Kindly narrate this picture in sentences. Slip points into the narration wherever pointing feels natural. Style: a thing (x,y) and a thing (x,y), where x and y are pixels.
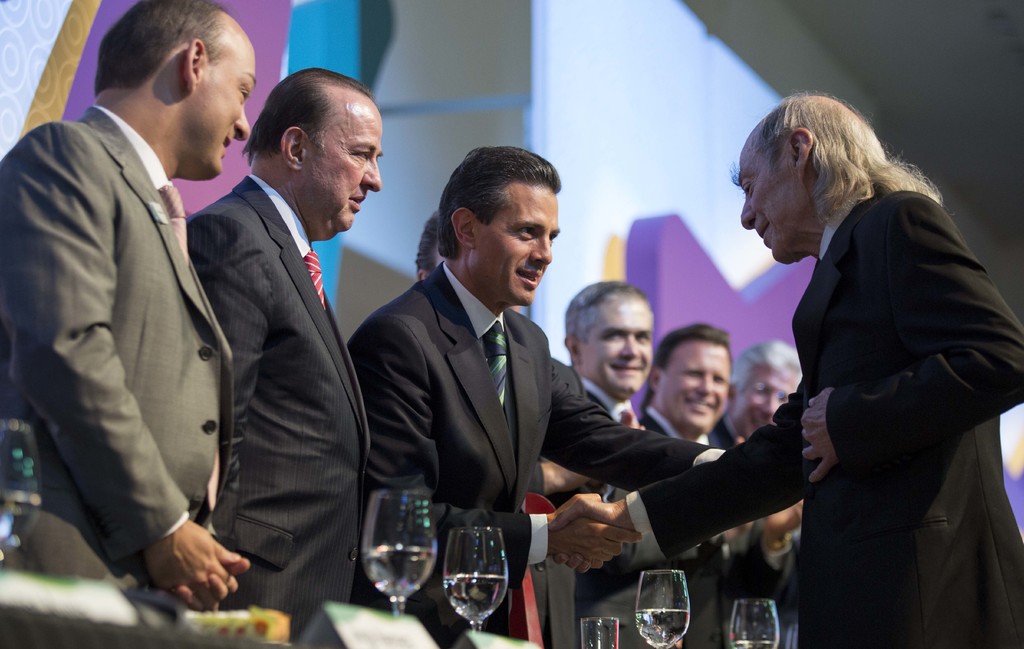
In the foreground of this image (879,387), on the right (861,434), there is a man (865,405) standing and shaking hands (565,535) with another man (466,438) who is in the middle (474,421). We can also see few people (307,424) standing in front of a table (144,645) on which, there are name boards (495,641) and glasses (648,629). In the background (640,98), it seems like there is a screen (633,91).
